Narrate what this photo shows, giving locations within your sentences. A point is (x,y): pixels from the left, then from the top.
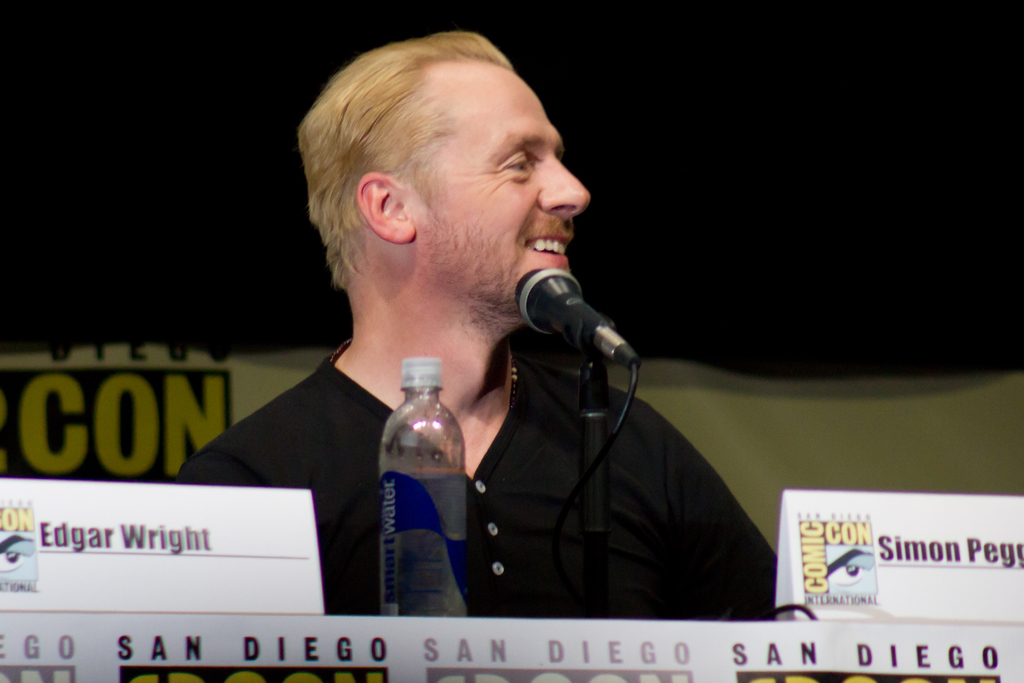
In this image we can see a person (413,285) is smiling. In front of the person (500,180) there is a microphone (541,324) with stand (582,392), water bottle (446,537), name boards (246,532) and an object (473,633). In the background of the image (304,301) there is a curtain (822,133) and a banner (87,404).
